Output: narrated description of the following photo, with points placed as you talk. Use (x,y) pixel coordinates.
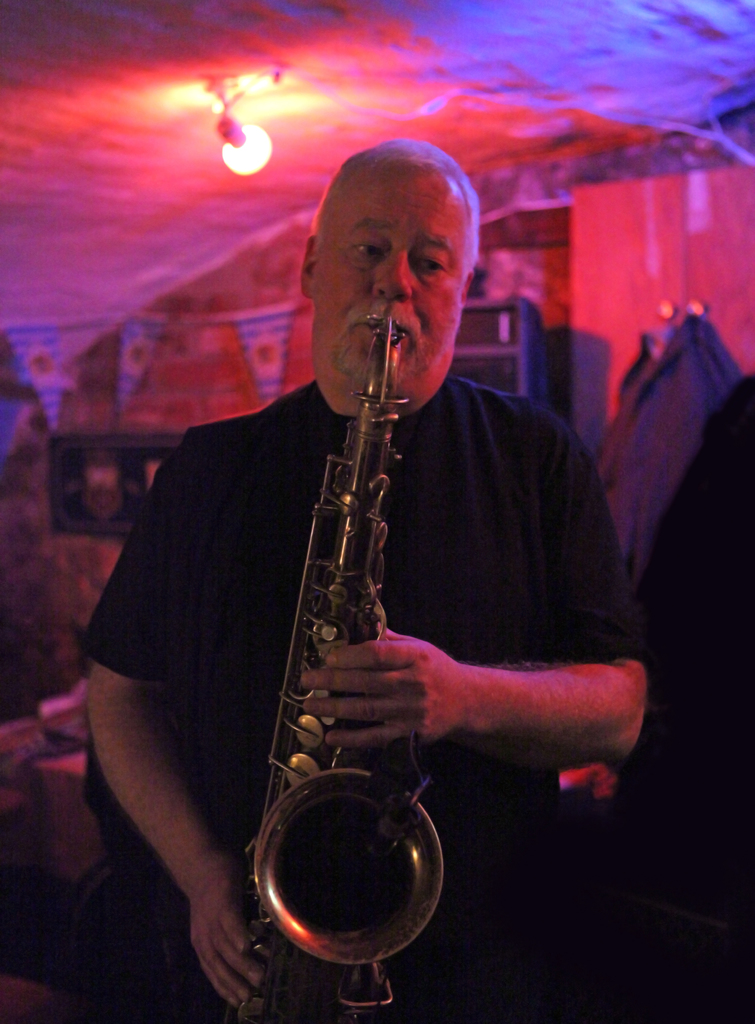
In this image I can see a man (472,667) holding a saxophone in foreground (464,675). The background (236,146) is blurred with some lights (218,86).
